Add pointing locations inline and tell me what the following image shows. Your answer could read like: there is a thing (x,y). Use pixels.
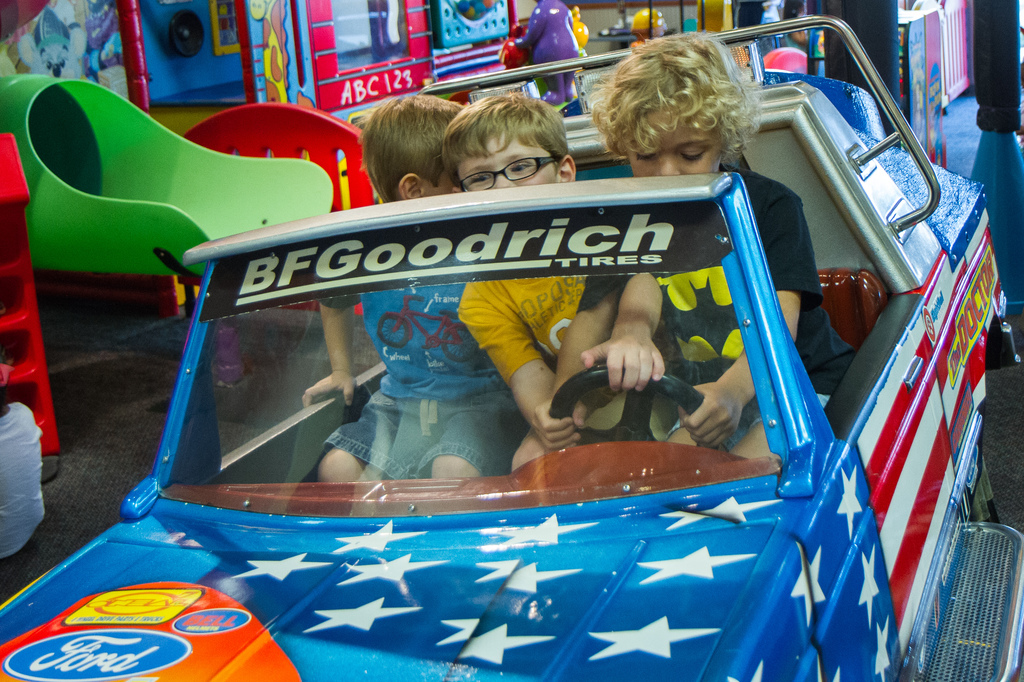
Here we can see three children (553,297) sitting in a toy car (856,390) and these children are present in a Play station (261,93) we can say it by seeing the surroundings (107,341).
